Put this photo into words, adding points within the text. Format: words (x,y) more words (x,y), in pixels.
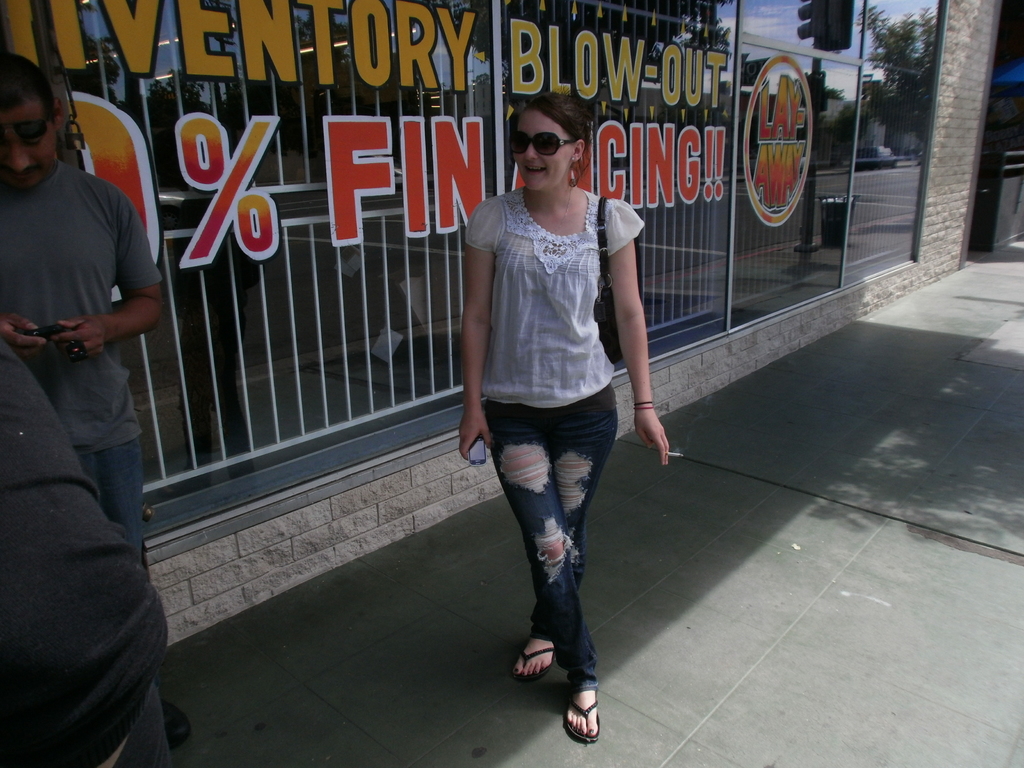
In the center of the image (477,418) there is a lady (580,112) standing. She is holding a cigarette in her hand (655,427). she is wearing a torn jeans (555,438). In the background of the image (609,39) there is a window (224,40) there is some text (330,59) written on it. To the left side of the image (139,335) there is a person (7,81). At the bottom of the image (816,659) there is sidewalk (715,689).
